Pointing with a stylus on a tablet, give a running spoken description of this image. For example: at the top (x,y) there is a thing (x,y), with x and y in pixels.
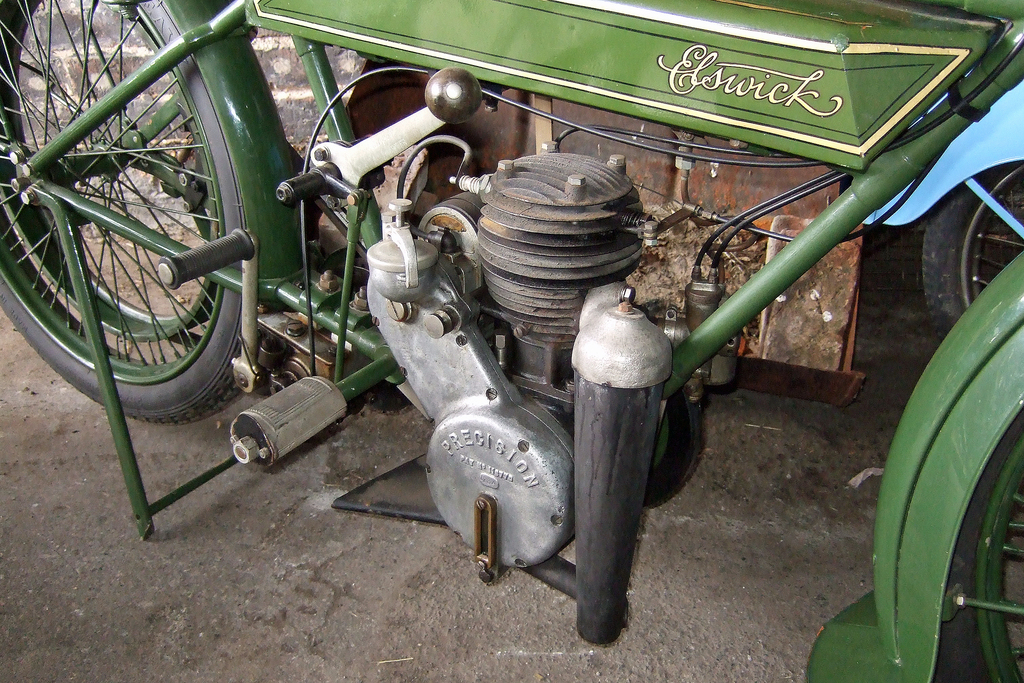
In this image we can see a motorbike (825,226) which is in green color and there is some text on it and we can see the wheels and other parts (935,489) of the motorbike (987,375) and there is an another vehicle (997,118) in the background (985,128).
